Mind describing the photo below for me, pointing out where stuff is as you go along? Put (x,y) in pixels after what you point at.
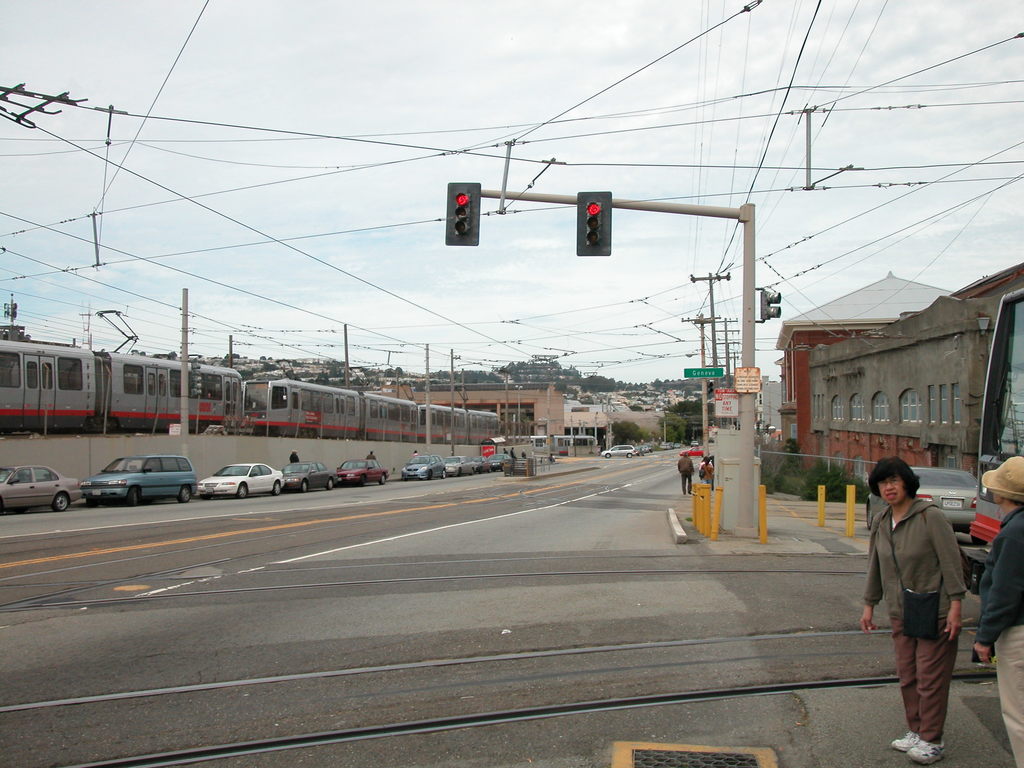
In this image we can see train (271,416), poles (728,372), wires (566,206), traffic lights (607,214), boards (737,381), cars (437,476), road (626,460), trees (671,423), building (806,393) are there. At the top of the image (540,60) sky (549,38) is there. At the bottom of the image (525,684) road (524,664) is there. On the right side of the image (997,626) some persons (1017,646) are there.
